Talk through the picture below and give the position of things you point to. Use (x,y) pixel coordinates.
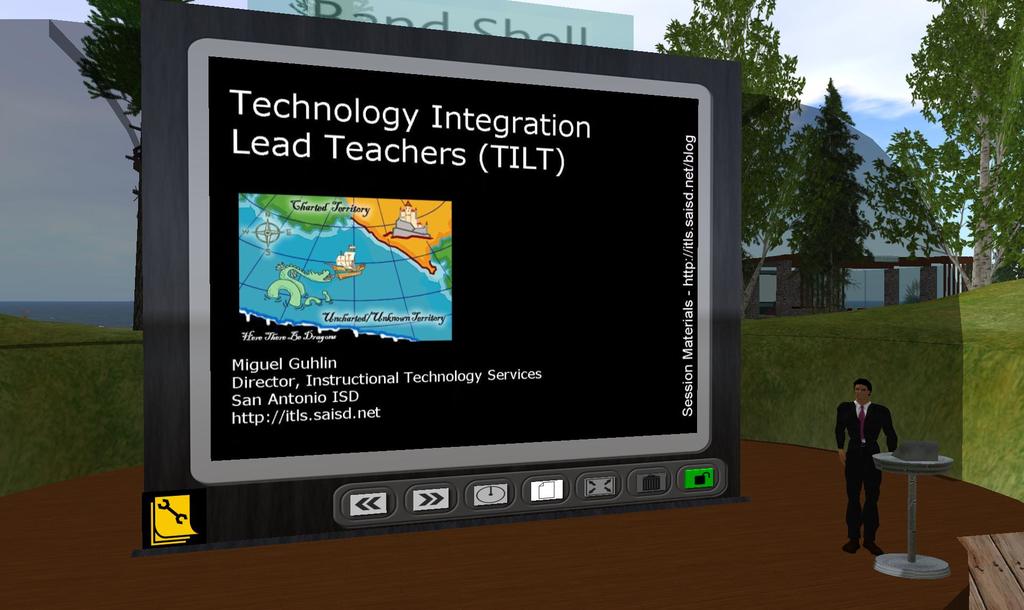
This image is an animated image. At the bottom of the image (317,566) there is a floor (666,562). On the right side of the image (901,335) there is a ground (994,345) with grass (921,375) on it. There is a table (971,566) on the floor (954,550) and there is a podium (906,570). A man (875,512) is standing on the floor (812,510). In the middle of the image (384,251) there is a screen (318,354) with a few images (354,289) and a text (436,369) on it. In the background (715,53) there is a wall (55,64) and there is a board (504,16) with a text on it and there are a few trees (836,220). At the top of the image (829,51) there is the sky (853,77) with clouds (857,99).
